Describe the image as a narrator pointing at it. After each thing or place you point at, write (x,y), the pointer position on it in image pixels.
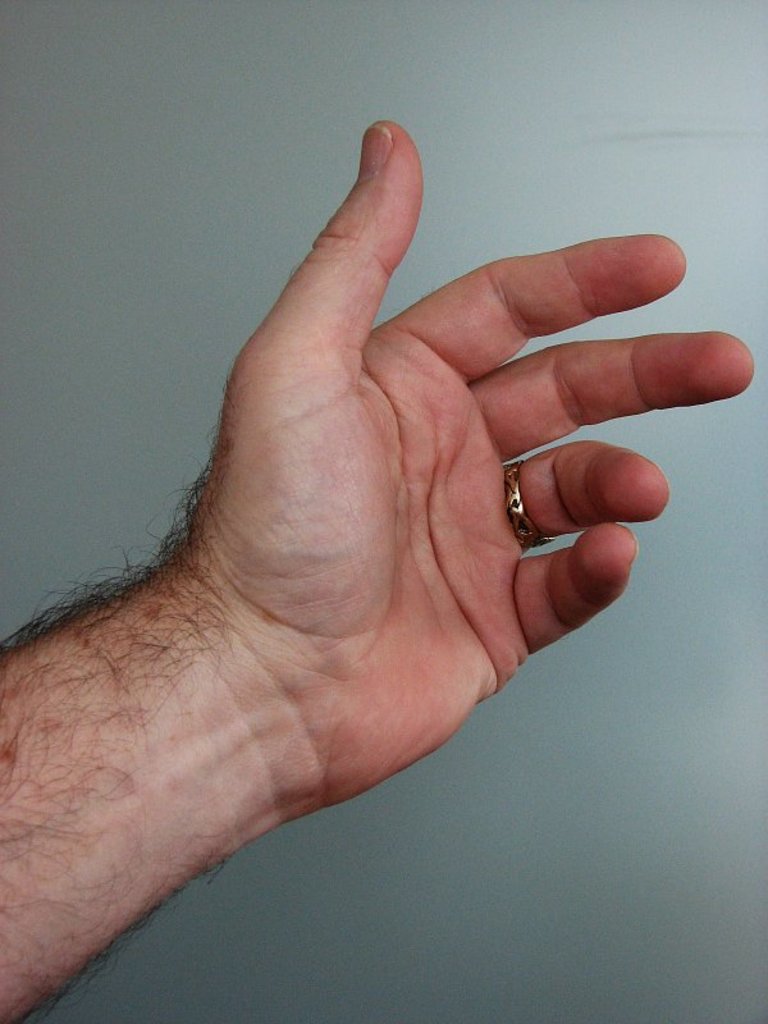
In the picture we can see person hand (317,768) and a palm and in the hand (140,643) we can see some hair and to the finger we can see a ring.
